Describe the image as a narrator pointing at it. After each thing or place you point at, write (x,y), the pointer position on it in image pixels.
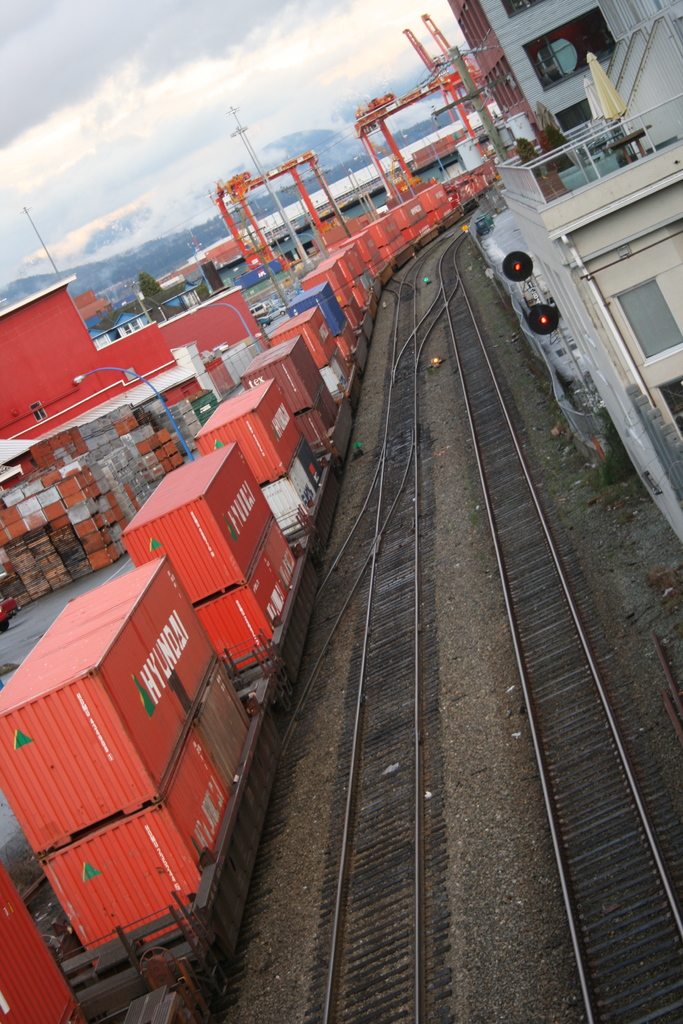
In this image I can see few railway tracks (547,743) in the centre (373,566) and on the left side (137,619) I can see number of containers (240,438), few poles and lights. On the top right side of this image (656,238) I can see few buildings (530,63) and I can also see few tables (636,133) and few umbrellas (596,86) on the terrace (586,159) of the building (586,187). In the background (14,241) I can see mountains (103,286), clouds (233,171), the sky (354,72) and on these containers (157,647) I can see something is written.
